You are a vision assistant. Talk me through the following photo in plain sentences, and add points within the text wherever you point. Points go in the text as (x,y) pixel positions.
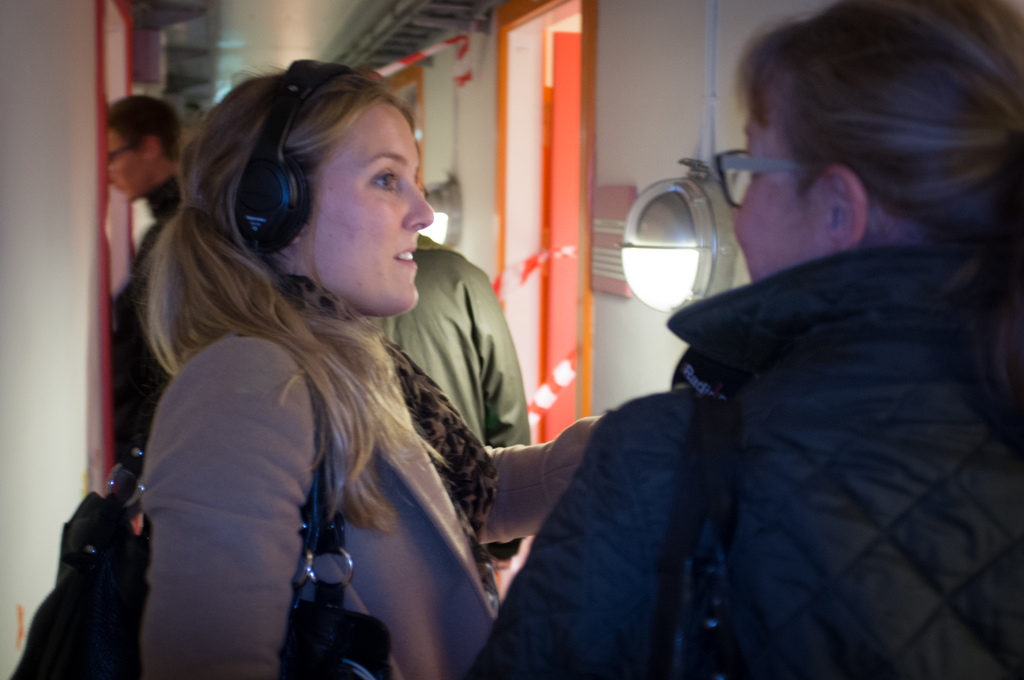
In this image we can see few people (382,418). Lady (829,482) on the right side (778,265) is wearing specs (745,176) and a bag (695,575). Another lady (267,279) is wearing headsets (251,195) and a bag (318,529). There are walls (468,148). Also there are lights (628,272) on the wall (628,181).
